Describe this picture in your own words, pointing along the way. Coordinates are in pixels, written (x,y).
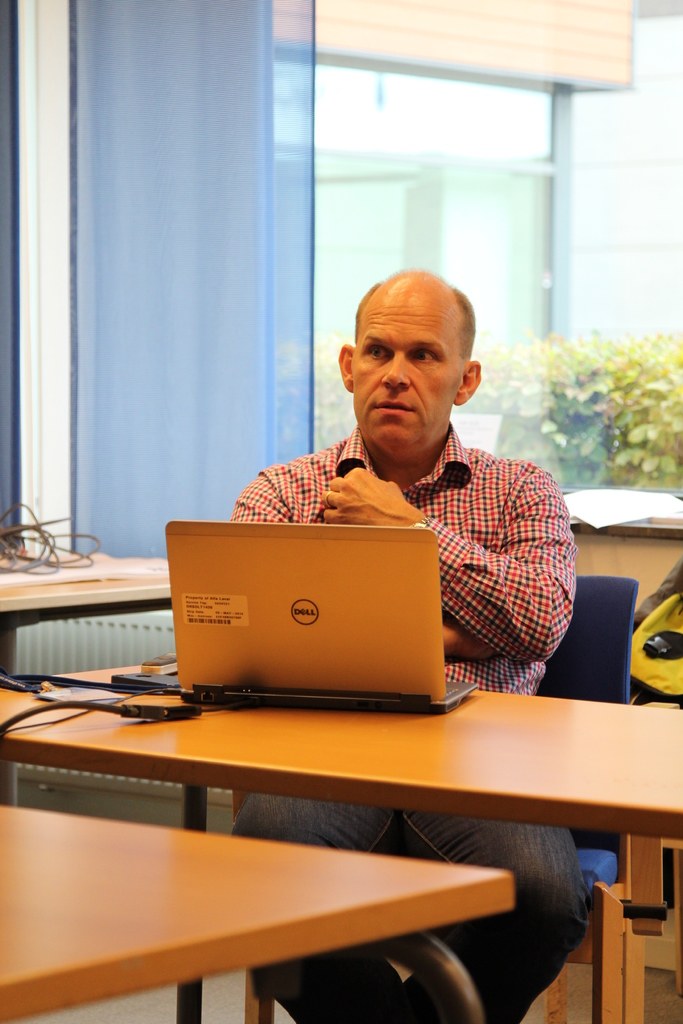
In this image I can see a person (467,572) sitting on the chair (609,606) and he is wearing the check shirt (506,584). In front of him there is a table (461,741). On the table (275,726) there is a laptop (299,658). In the back (403,226) there are papers (654,507) and the glass (542,233). Through the glass (491,246) there are plants (557,442).
